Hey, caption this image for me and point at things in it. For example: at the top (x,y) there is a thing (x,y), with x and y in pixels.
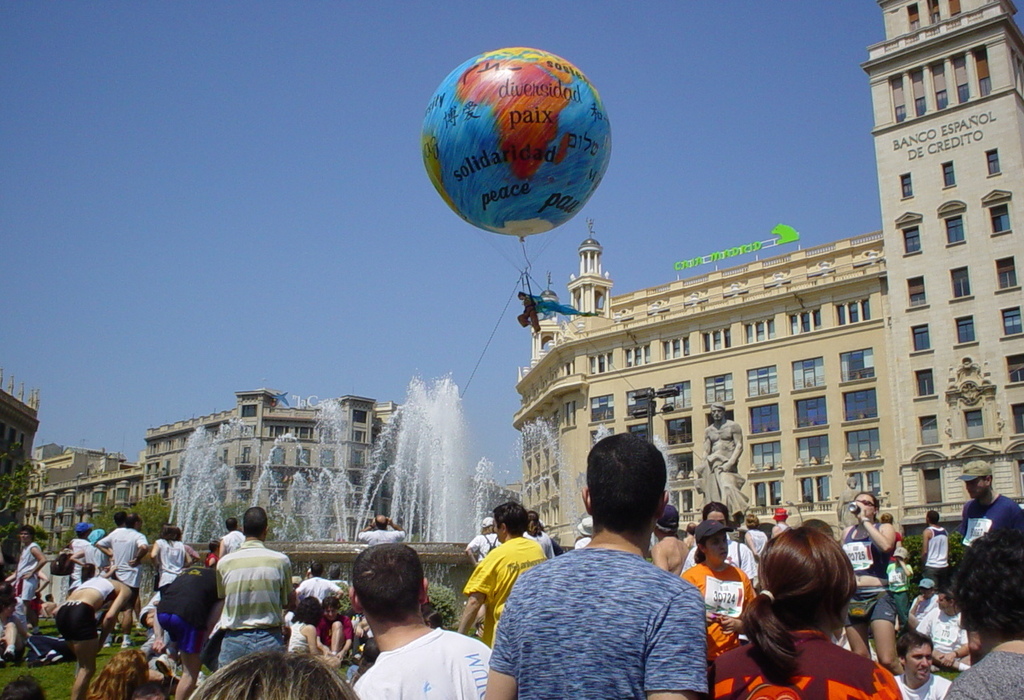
To the bottom of the image (182,580) there are many people (285,636) standing. In front of them in the middle (525,431) there is a fountain (338,518). And in the background (826,365) there are buildings (525,448) with windows (995,223), walls (943,248) and roof (604,298). And also there is a statue (732,443) in front of the building (744,453). And in the air (570,228) there is a balloon (569,212) with a person (529,295) is hanging onto it. And to the top of the image (287,74) there is a sky (682,70).
